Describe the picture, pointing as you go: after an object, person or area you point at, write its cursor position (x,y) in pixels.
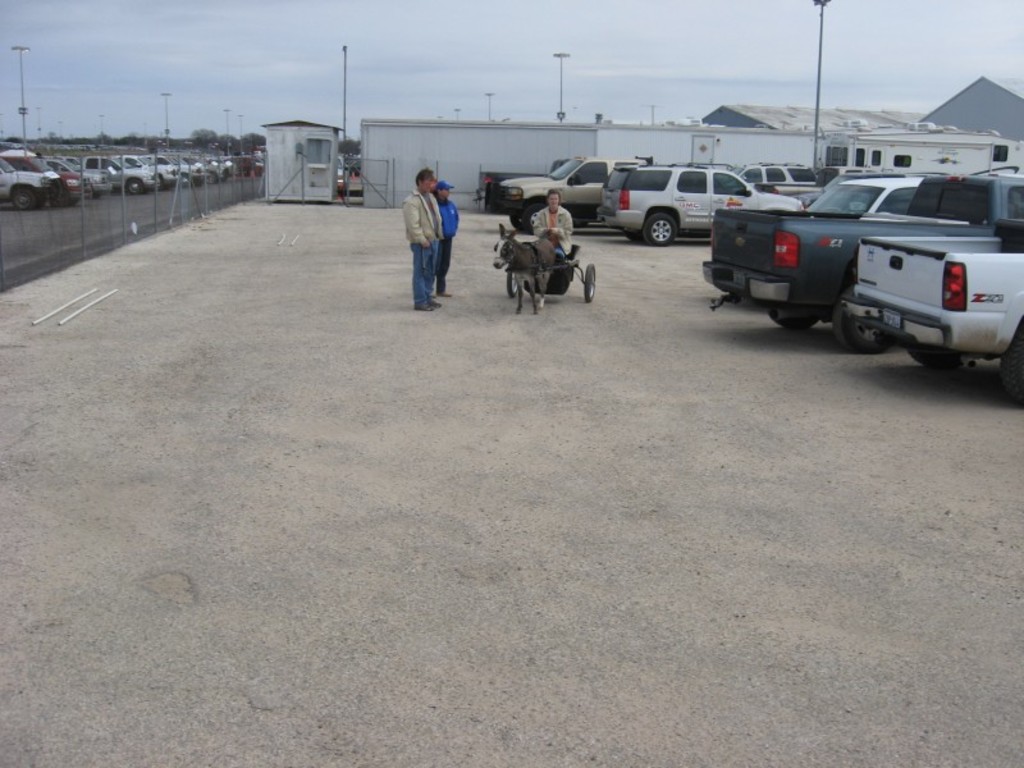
In this image I can see few people (431,228) with different color dresses (423,216) and one person (438,188) with the cap (438,188). I can see one person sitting on the animal cart (565,265). To the side of these people (425,195) I can see the railing (90,229) and many vehicles (627,216). In the background (385,147) there are sheds (487,153), poles (344,134) and the sky (317,71).
